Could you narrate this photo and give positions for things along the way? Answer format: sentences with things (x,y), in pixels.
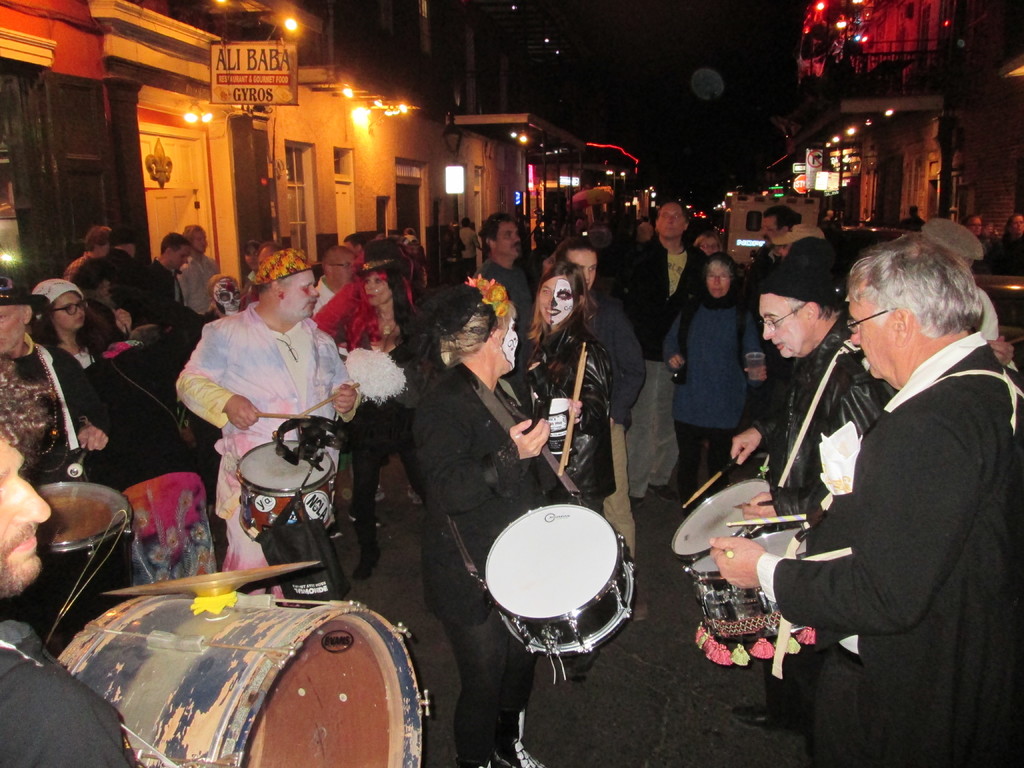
In the middle (494,320) a group of persons (213,386) are holding the drums (581,537) and beating, they are in Halloween. On the left side (225,2) there are lights (379,111) to these stores (358,150). On the right side (919,516) an old man (933,572) is standing and beating the drums (784,540). He wore coat (928,528), spectacles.
